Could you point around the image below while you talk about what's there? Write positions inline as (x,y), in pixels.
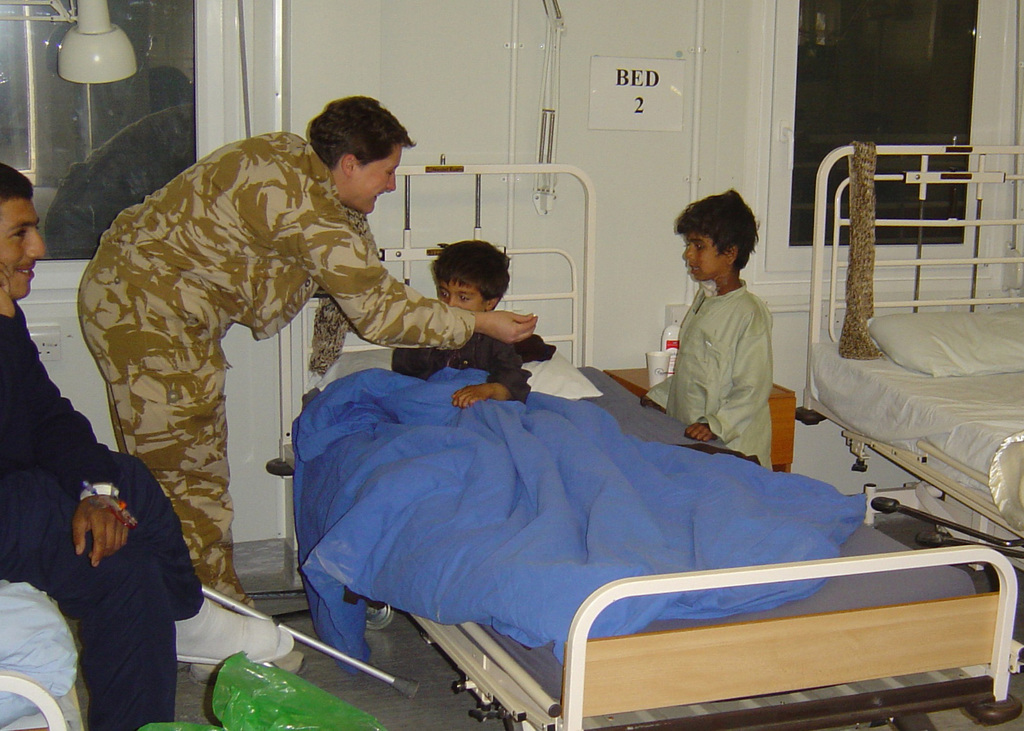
This picture is clicked inside the room (584,490). In the center (477,348) we can see a kid (459,355) sitting on the bed (649,440) and we can see a person (147,398) and a kid (709,351) standing on the ground (280,603) and we can see there are some objects (667,338) placed on the top of the table (780,401) and we can see there are some objects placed on the ground (386,709) and we can see a person (51,447) sitting on the bed (37,643). On the right corner (938,382) we can see the bed (973,415), pillow (966,341) and some other objects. In the background (453,115) we can see the windows (995,118), text (644,82) and number (636,107) on the paper (662,94) which is attached to the wall (585,84) and we can see many other objects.
